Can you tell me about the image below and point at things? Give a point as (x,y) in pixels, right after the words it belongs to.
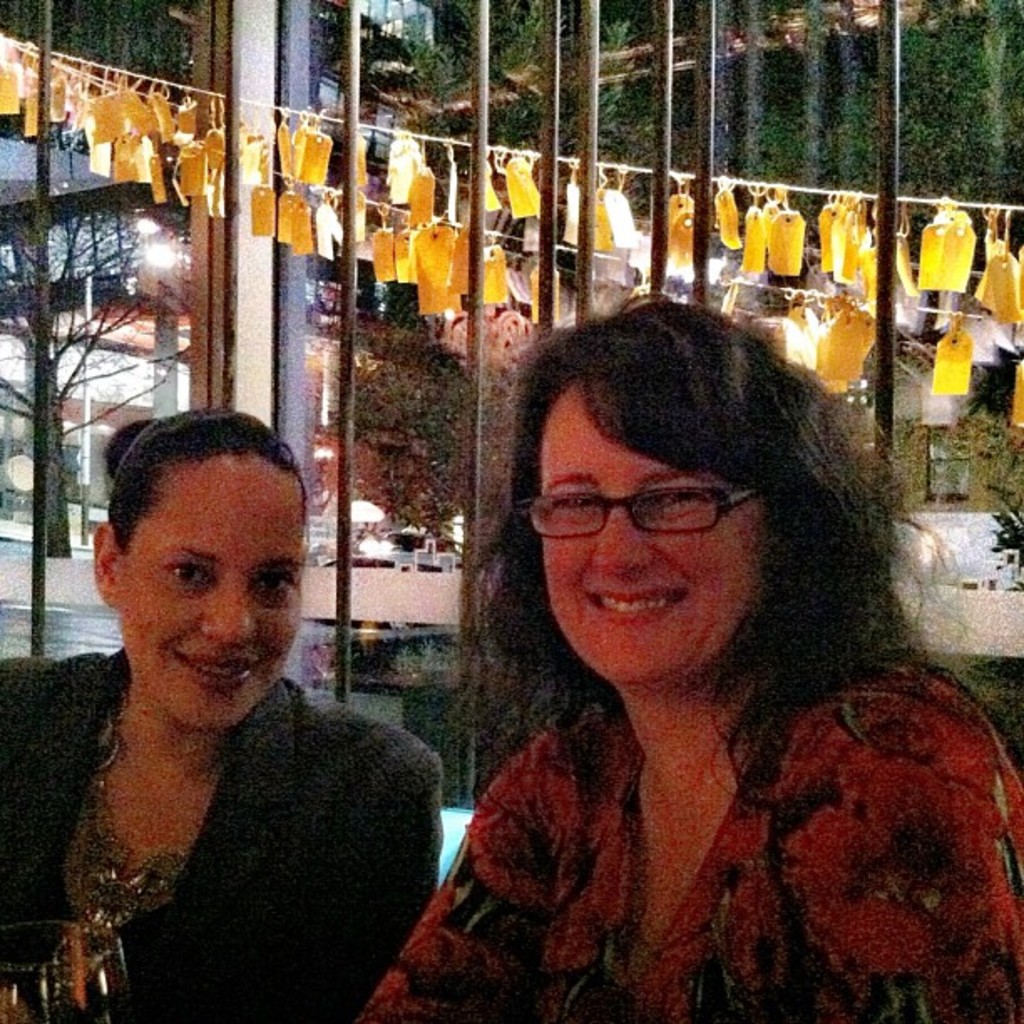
In the image there are two ladies (600,776) sitting and they are smiling. In front of them in the bottom left corner (33,964) there are glasses (88,943). Behind them there are rods (584,60). Behind the rods (358,68) there are few yellow color tags (287,129) hanging on the rope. In the background (447,203) there are trees (798,16) and also we can see the lights (143,247).
